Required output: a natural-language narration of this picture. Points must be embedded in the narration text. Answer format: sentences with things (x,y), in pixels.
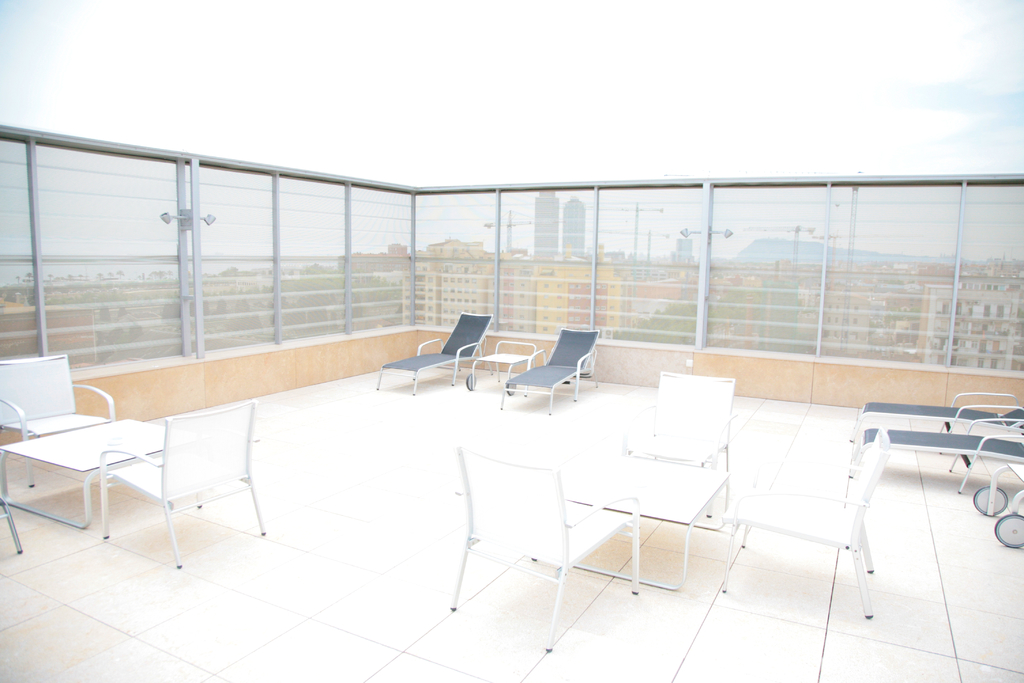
This image is taken on balcony (391,608) of a building (97,405) with chairs (31,377) and tables (685,481) on the floor (751,472) with a glass fence (312,282) behind it and over the background (1003,302) there are many buildings (560,288) and above its sky (636,77) with clouds (511,57).
